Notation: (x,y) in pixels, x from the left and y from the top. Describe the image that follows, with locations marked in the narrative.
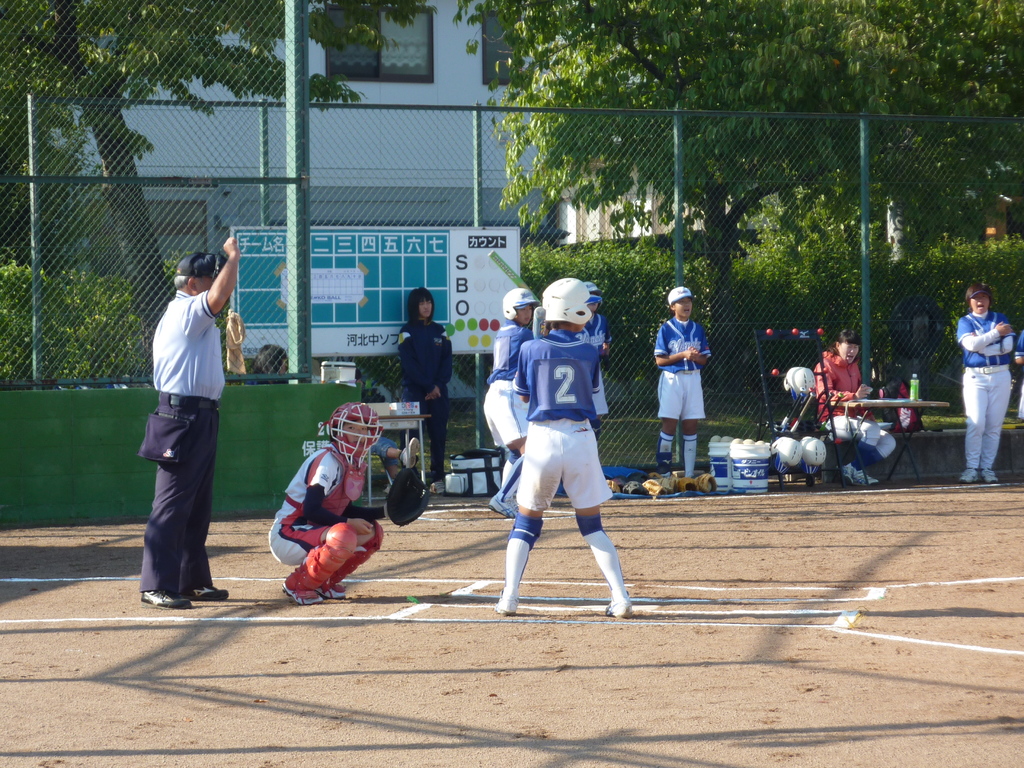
In this image there are a few people (549,439) standing on the ground (386,575) and there are few objects (738,471), beside the objects (713,462) there is a lady (835,361) sitting. In the background (671,253) there is a net fence (301,292) and a banner (401,274) attached to it, trees (612,77) and a building (398,78).
